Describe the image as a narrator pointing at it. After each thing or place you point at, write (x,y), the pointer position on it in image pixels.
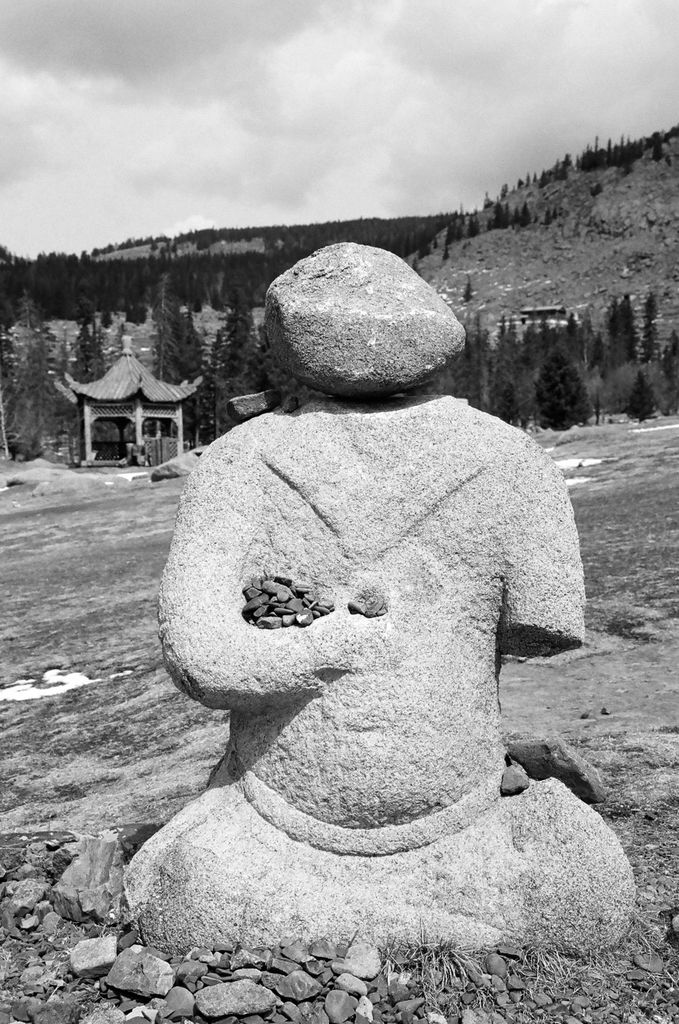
In this image I can see a sculpture (477,459) over here. In the background (10,438) I can see number of trees (23,312), the sky (239,143), a shed (172,453) and I can see this image is black and white in colour.
